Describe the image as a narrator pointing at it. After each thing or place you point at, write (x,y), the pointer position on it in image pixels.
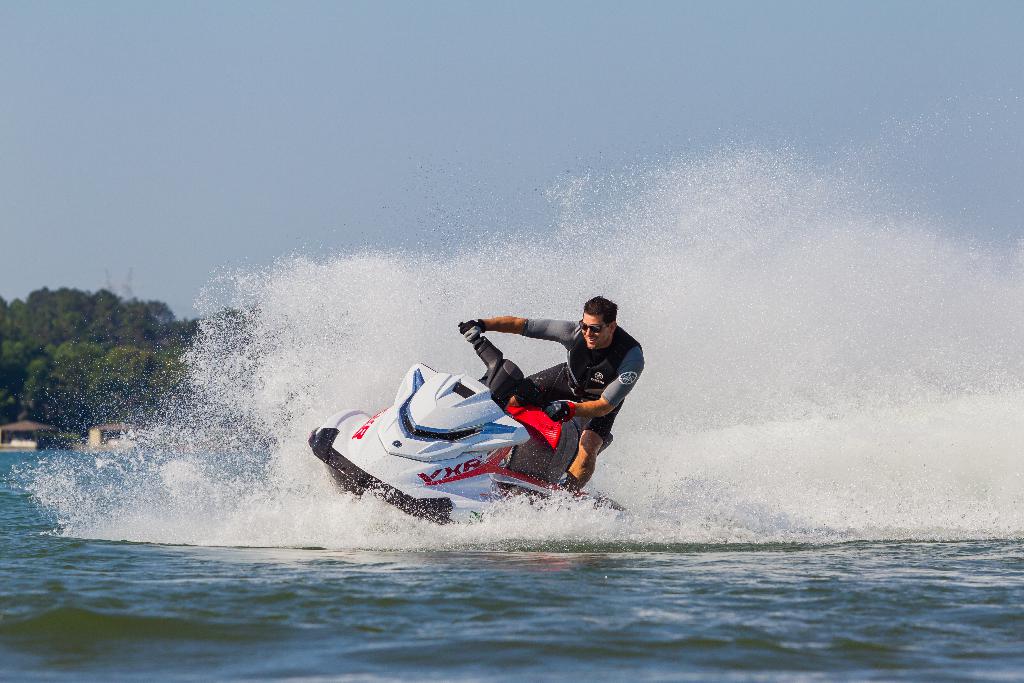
In this image I see a man (565,395) who is on the jet ski (425,435) and I see the water (272,482). In the background (58,422) I see number of trees (38,396) and the sky (482,141).
